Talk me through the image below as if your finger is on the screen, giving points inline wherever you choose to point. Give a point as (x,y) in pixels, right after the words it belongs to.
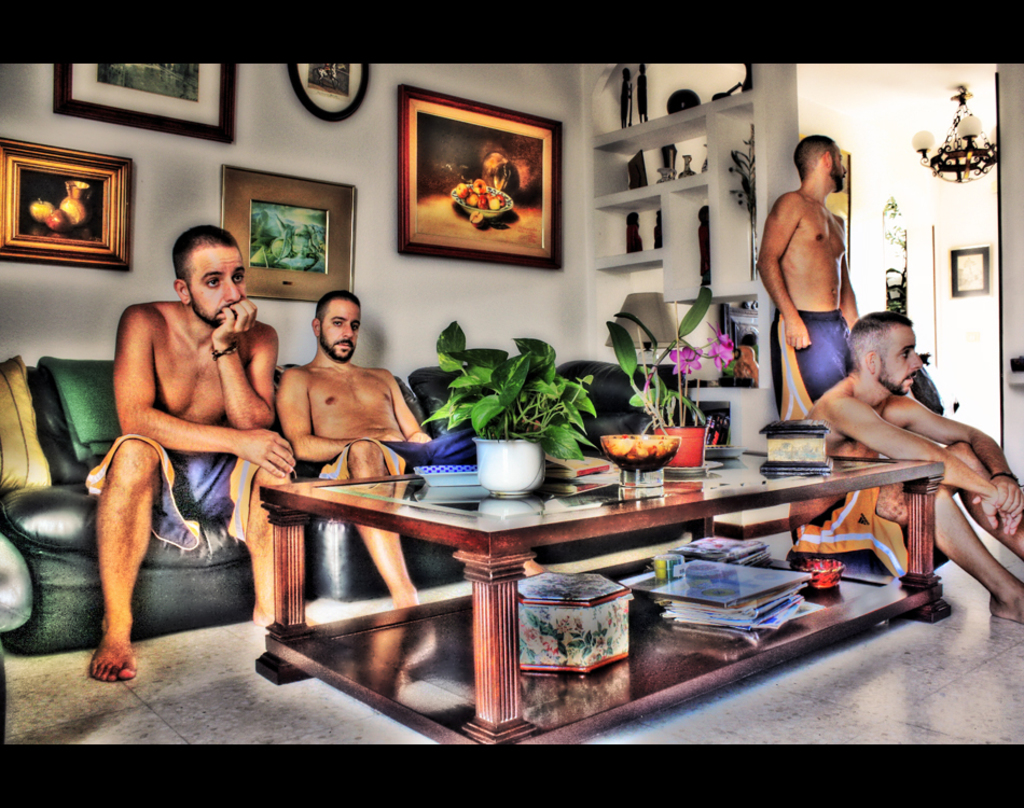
This is an edited image in which there is a table (550,520) in the center (648,519) and on the table (641,632) there are plants (588,396), papers (730,607) and boxes (800,451) and there are persons (329,409) sitting and standing and there are frames (243,175) on the wall (566,177). In the background (939,159) there is a chandelier (945,147) hanging and there is a shelf (656,198) and on the shelf (654,216) there are objects (643,111) which are black in colour.
